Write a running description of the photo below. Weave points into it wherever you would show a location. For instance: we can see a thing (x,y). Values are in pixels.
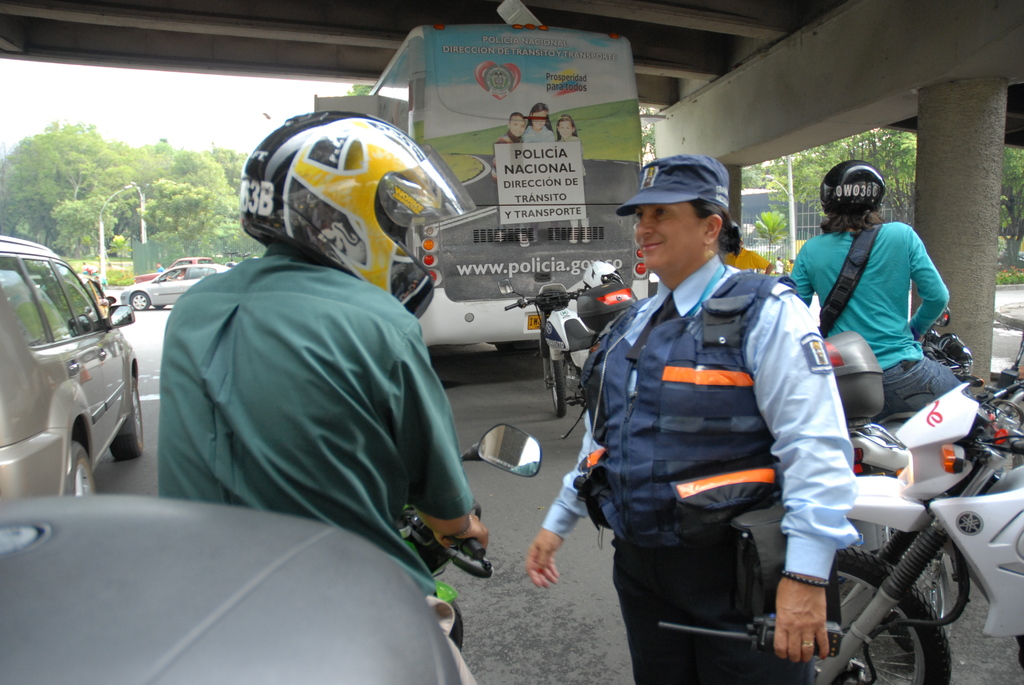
In this picture in the foreground (408,417) there is one man (337,464) who is sitting on a bike (410,514) and he is wearing a helmet (353,237), on the right side (708,371) there is one woman (679,418) who is standing and she is holding a radio (773,627). And on the right side (886,423) there are some vehicles (846,341) and one person (857,292) is sitting on a bike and on the left side (66,344) there are some cars (66,414), in the background (464,134) there is one bus (451,115) and some trees (138,179), poles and a fence (174,239). On the top of the image (129,53) there is a bridge (724,146) and some pillars (731,166).
